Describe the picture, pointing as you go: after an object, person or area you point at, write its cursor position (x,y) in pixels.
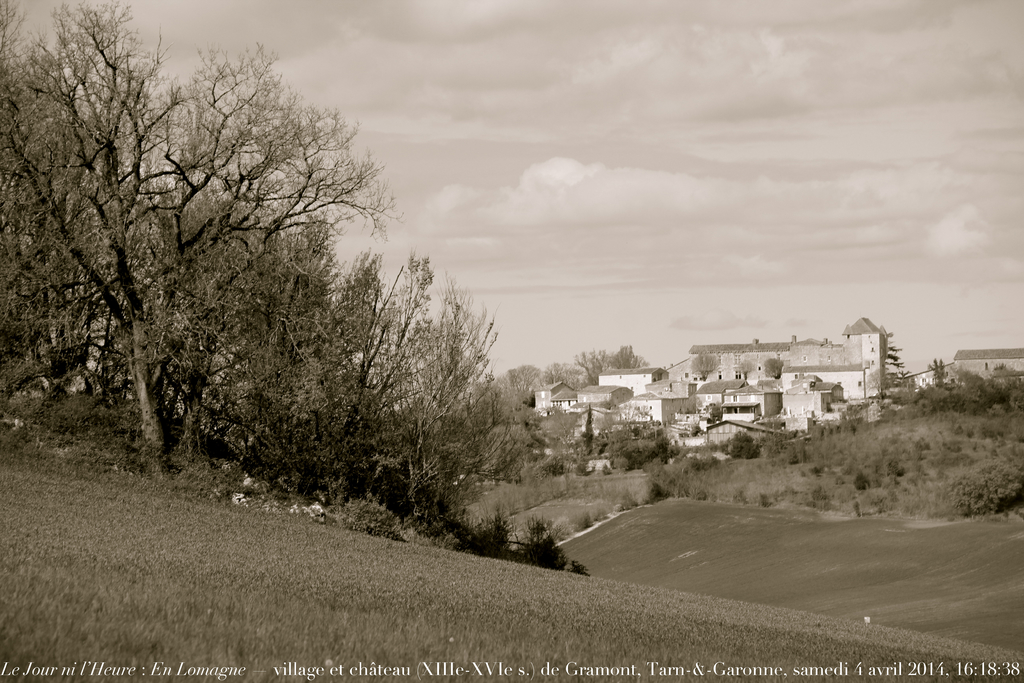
In this picture I can see the grass (355,655), few plants (676,482) and number of trees (445,436) in front (99,139) and in the middle of this picture (664,407), I can see number of buildings (574,391). In the background (358,235) I can see the sky (736,213). On the bottom side of this picture (17,665) I see something is written.
